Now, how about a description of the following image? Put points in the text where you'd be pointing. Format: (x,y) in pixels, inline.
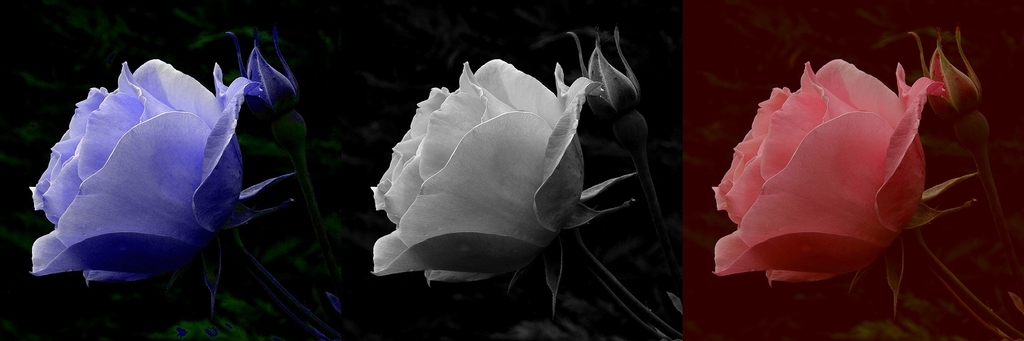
This is the collage of three images. In the first image we can see blue color flowers (136,136), stems (317,219) and leaves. The second image is black and white where we can see flowers (549,187) and stems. In the third image, pink color flowers (836,172) and stems (982,142) are there.
